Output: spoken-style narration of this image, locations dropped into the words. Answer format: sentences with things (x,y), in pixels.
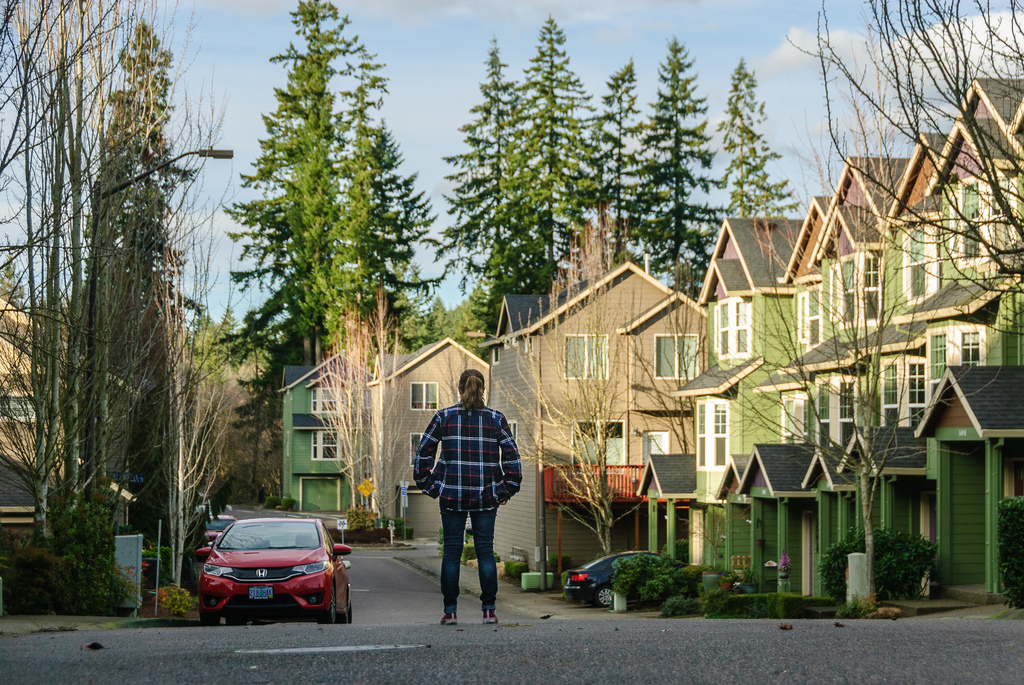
In this picture I can see a person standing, there are vehicles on the road (299,635), there are buildings (711,501), there are plants (6,573), trees (590,177), and in the background (422,177) there is the sky (478,97).
